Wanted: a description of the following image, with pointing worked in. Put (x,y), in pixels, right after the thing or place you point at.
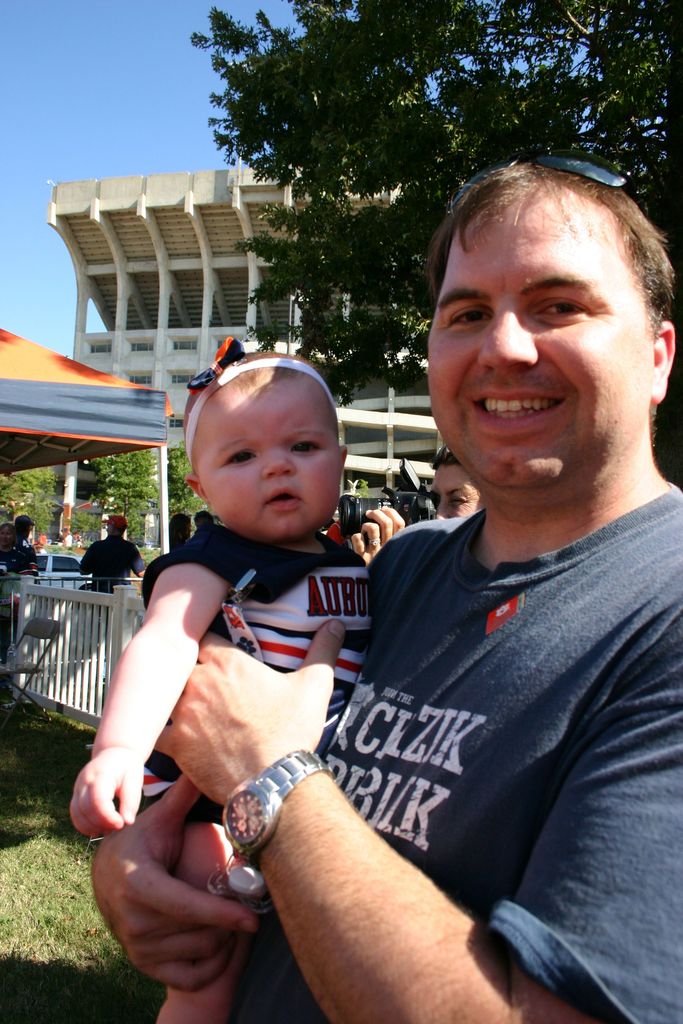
In this image I can see a person (430,716) holding a kid (230,849) in his hands (216,684). I can see a tree (677,161). In the background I can see few persons (109,582). I can see a building (118,350). At the top (112,126) I can see the sky (118,83).
